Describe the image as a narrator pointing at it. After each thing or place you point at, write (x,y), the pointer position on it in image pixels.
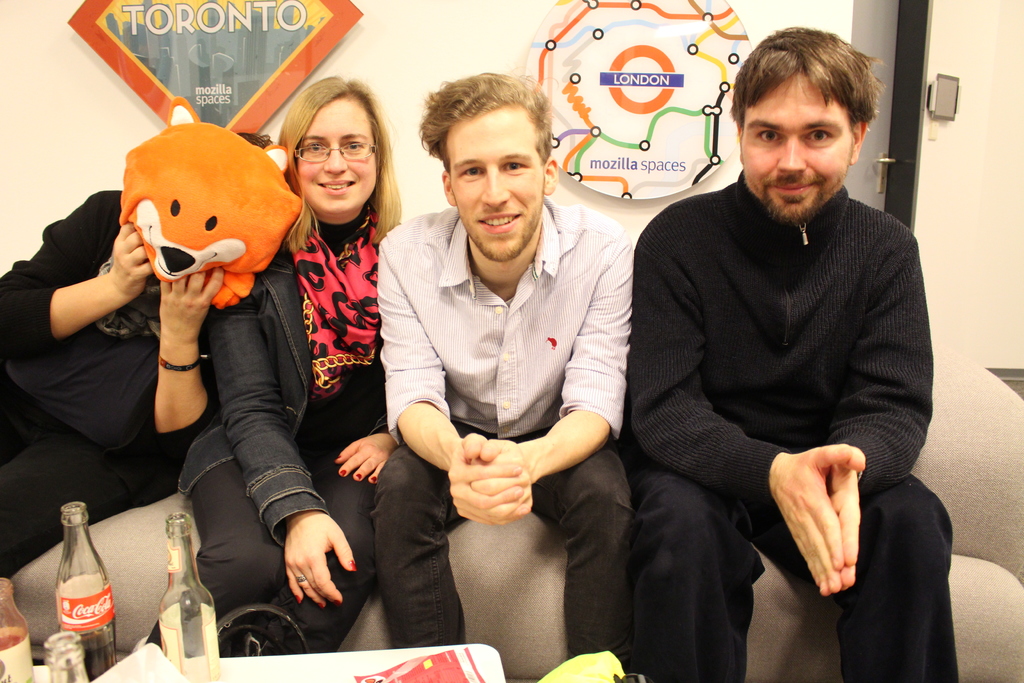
In this picture there are four persons (382,350) sitting in sofa (346,641) and there is a table (341,666) in front of them which has few objects (389,674) on it and there is something attached to the wall (506,63) in the background (636,65).
